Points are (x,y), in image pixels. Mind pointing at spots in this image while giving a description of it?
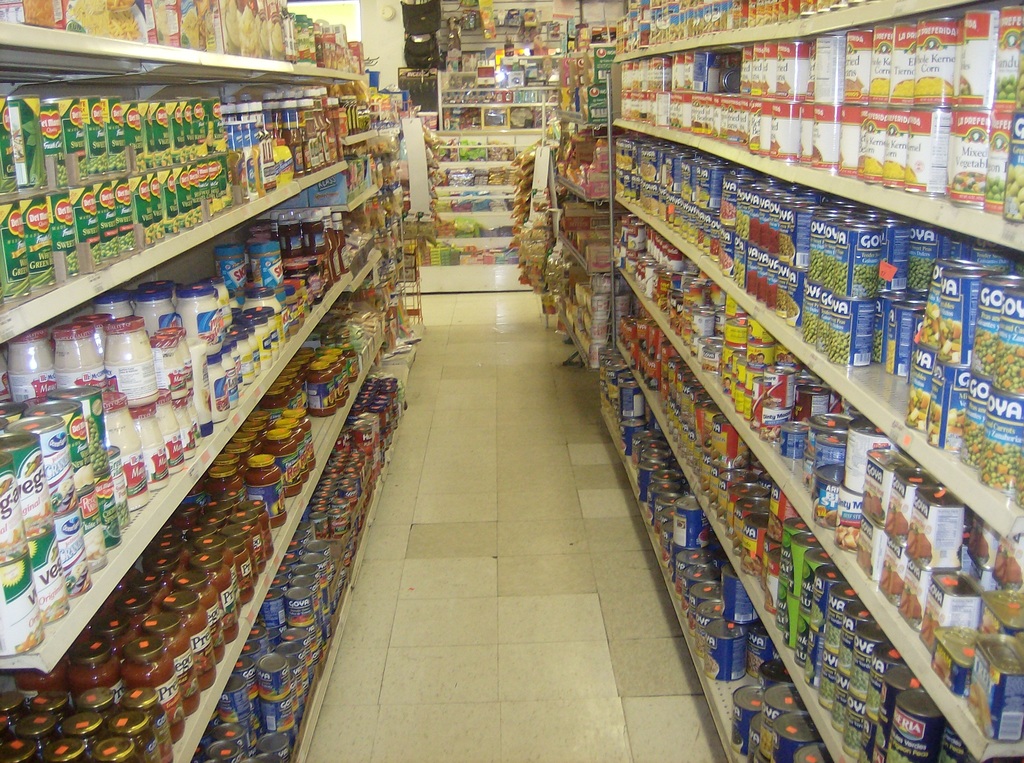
In this picture we can see racks (275,79), bottles (28,756), and food items (432,157). This is floor (485,501).
